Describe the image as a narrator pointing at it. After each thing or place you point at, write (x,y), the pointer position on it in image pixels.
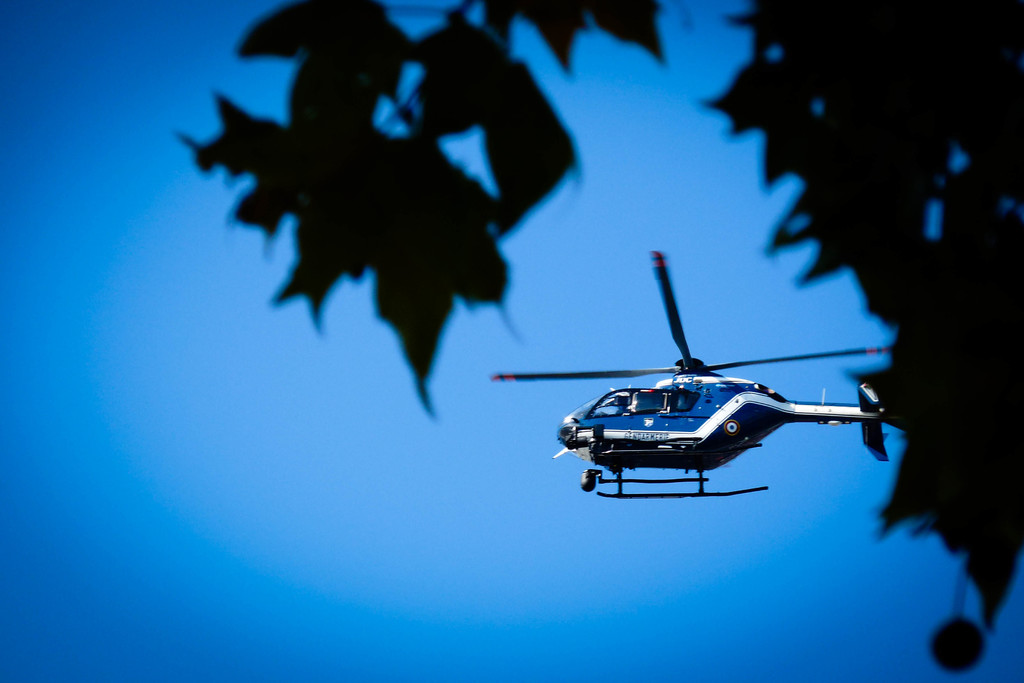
In the background (763,459) we can see the sky (371,324). In this picture we can see a helicopter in the air (772,464). On the right side of the picture (1005,318) we can see the leaves (872,227).
